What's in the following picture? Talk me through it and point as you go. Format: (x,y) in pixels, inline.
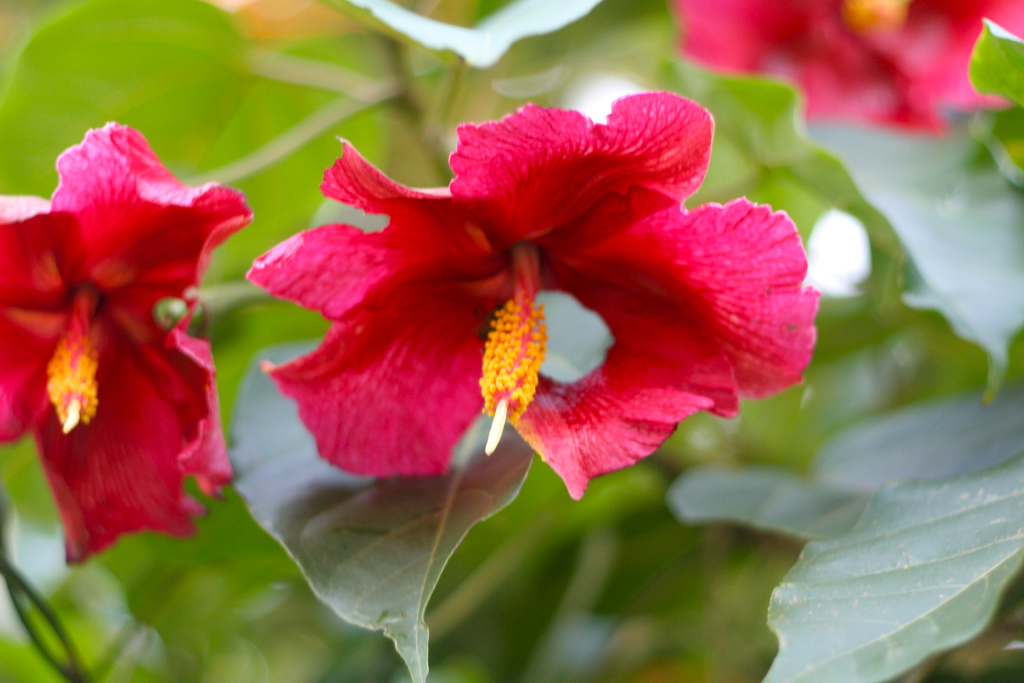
In this image I can see few flowers (477,298) which are pink, red and yellow in color to a plant (570,347) which is green in color. I can see the blurry background (564,320).
